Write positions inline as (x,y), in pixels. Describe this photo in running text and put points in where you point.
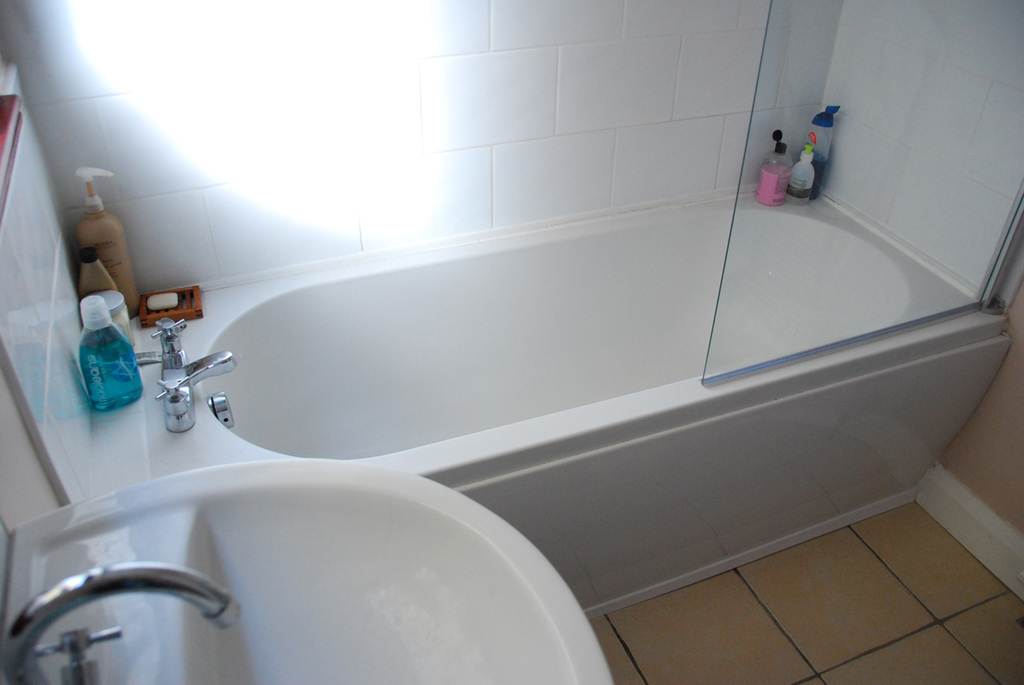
This picture is clicked in the washroom (395,527). In the left bottom (185,536), we see the wash basin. Beside that, we see the cream bottles (112,270), lotion bottles (110,290) and a soap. We see the bathtub (219,304). We even see the glass (765,281) and some lotion bottles (807,170). In the background (486,139), we see a wall (323,184) which is made up of white color tiles (448,170).
